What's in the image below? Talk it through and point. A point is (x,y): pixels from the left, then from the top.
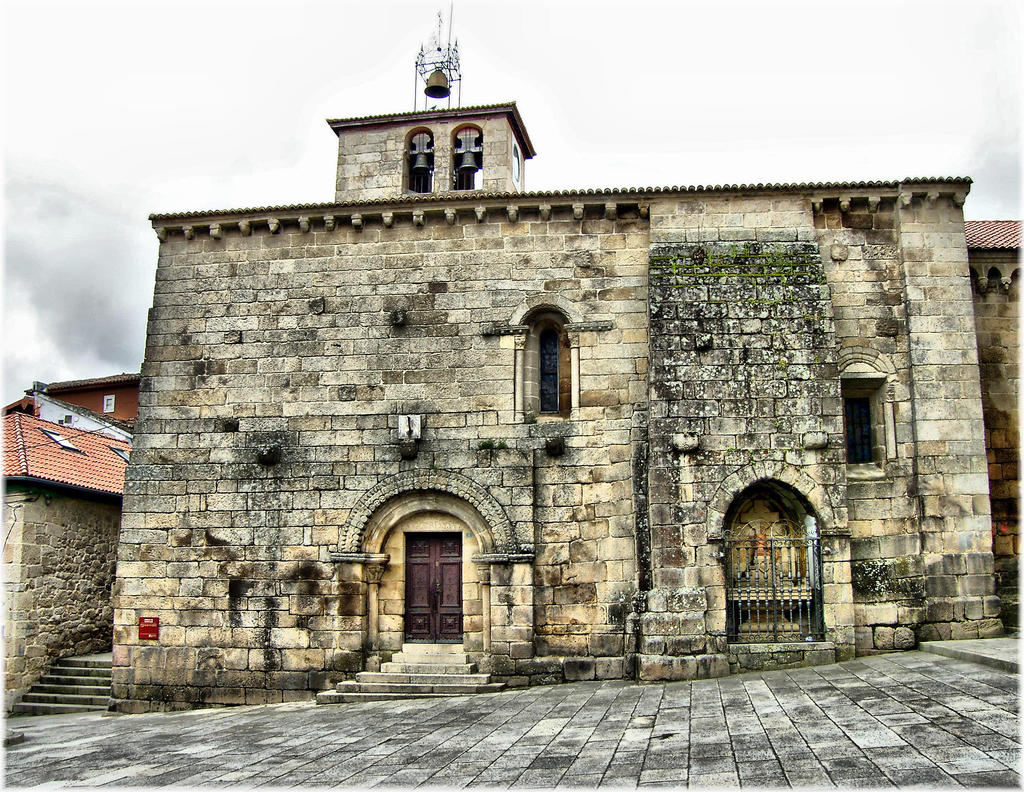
At the bottom (634,722), we see the pavement (671,741). In the middle (628,328), we see a castle (560,384) or a building (544,492). We see the staircase (463,663), railing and a door (430,599) in brown color. On top of the building (406,609), we see a bell (439,80) and the poles (440,44). On the left side (84,490), we see a building (47,553) with a brown color roof (86,442). Beside that, we see the staircase (104,687). At the top (412,84), we see the sky (390,67).
